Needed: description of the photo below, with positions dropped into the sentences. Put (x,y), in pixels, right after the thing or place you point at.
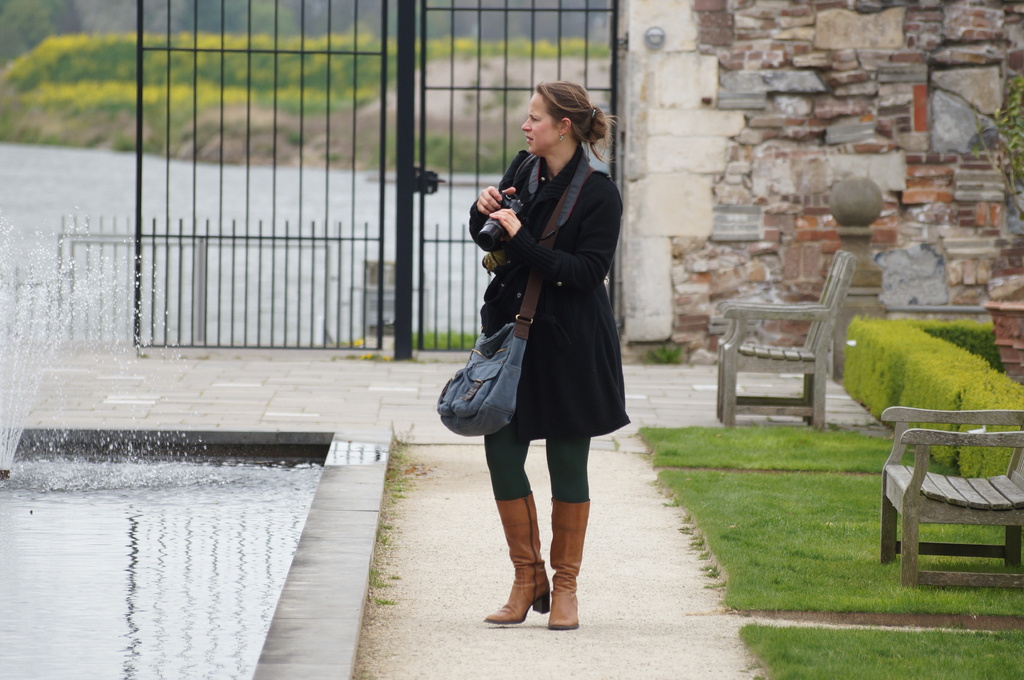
In this image I can see a person (604,224) standing wearing black jacket (595,299), blue bag (525,324) holding a camera (507,203), at left (105,497) I can see water (101,572). At right (873,405) I can see two benches (823,338), plants (884,352) in green color, at the back (741,65) I can see wall (707,67) in cream color and gate (307,53) in black color.
